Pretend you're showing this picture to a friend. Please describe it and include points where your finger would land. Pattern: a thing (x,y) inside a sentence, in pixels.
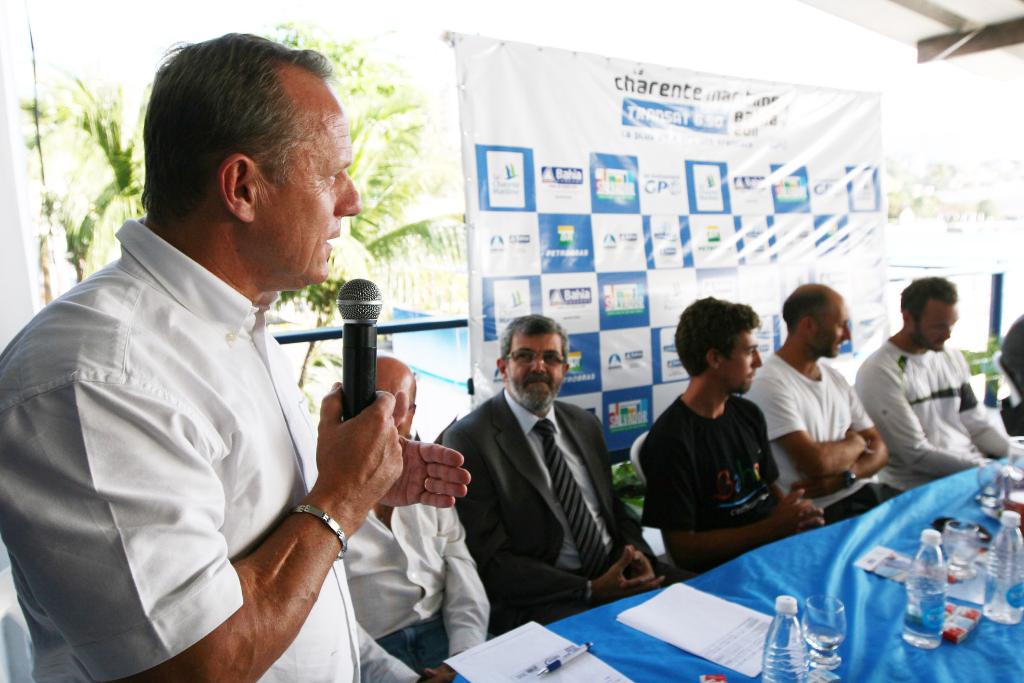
In this image i can see a group of people (616,506) are sitting on a chair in front of a table (896,592). On the table (886,585) we have few bottles (1012,564) and other objects (812,629) on it. I can also see a man (183,452) is standing and holding a microphone (349,404) in his hand (323,402).
